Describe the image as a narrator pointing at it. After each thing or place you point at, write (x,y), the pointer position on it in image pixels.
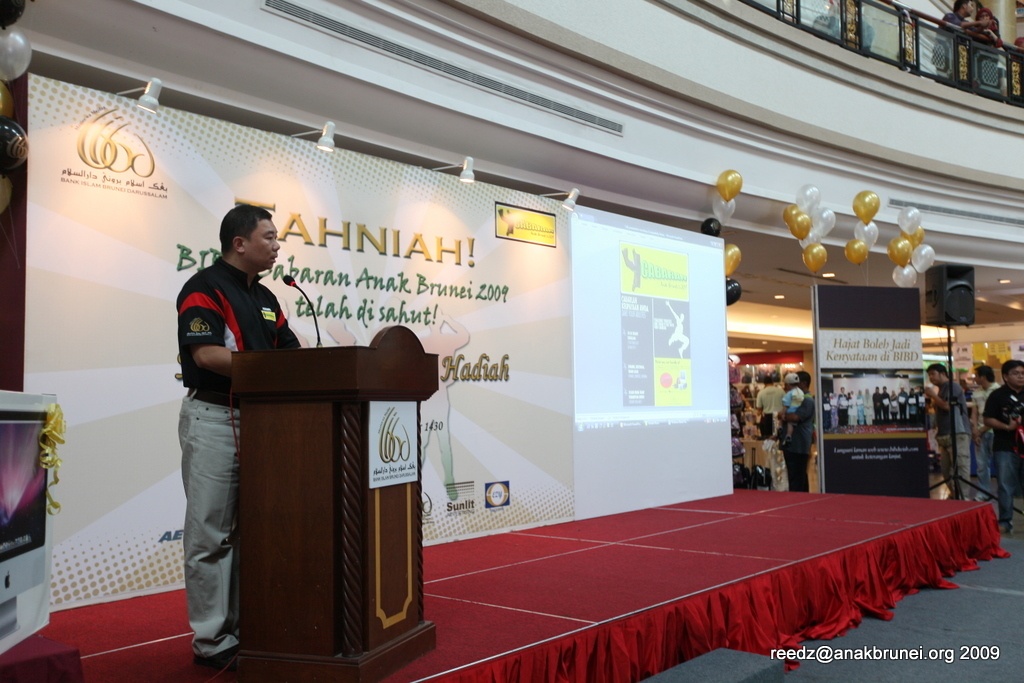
In this picture I can see a man (276,326) standing near the podium (380,484), there is a mike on the podium (383,340), there are boards (504,335), balloons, lights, there is a speaker (967,270) with a stand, there are group of people (988,430) standing and there is a watermark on the image.
